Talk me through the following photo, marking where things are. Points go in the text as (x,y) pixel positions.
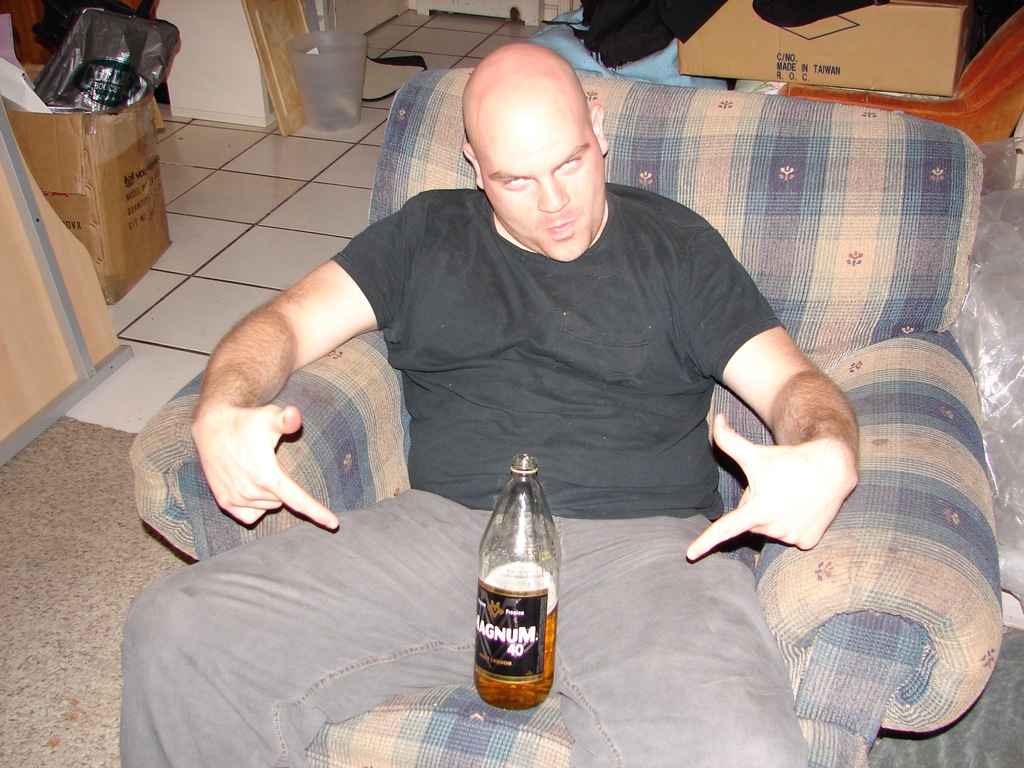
In this image there is a person (612,564) sitting on a sofa (791,601) and pointing the bottle (504,589). At the back (835,68) there is a cardboard box (818,62) and a cloth (582,38) and at the left (46,162) there is a cardboard box (123,154) and at the bottom (125,547) there is a mat (79,544).
